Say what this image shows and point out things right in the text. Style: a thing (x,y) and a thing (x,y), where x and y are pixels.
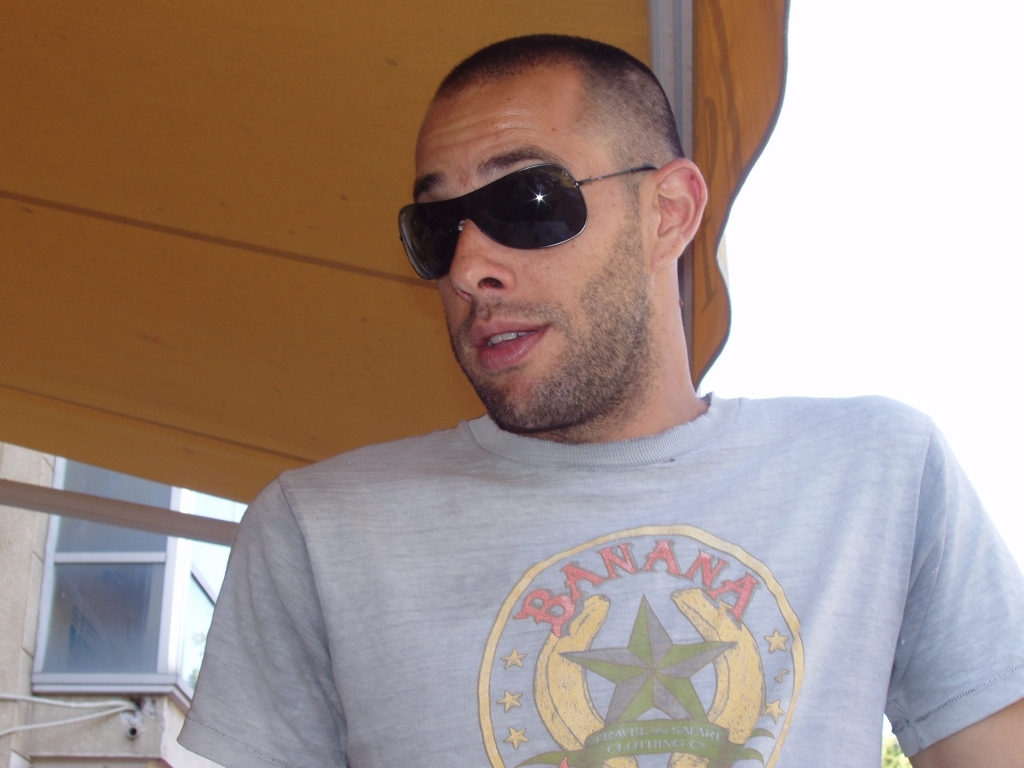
In this picture we can see a man (617,557), he wore goggles (561,244) and a t-shirt (551,702), in the background (153,600) there is a glass window (113,566), we can see a tent (249,103) here.
